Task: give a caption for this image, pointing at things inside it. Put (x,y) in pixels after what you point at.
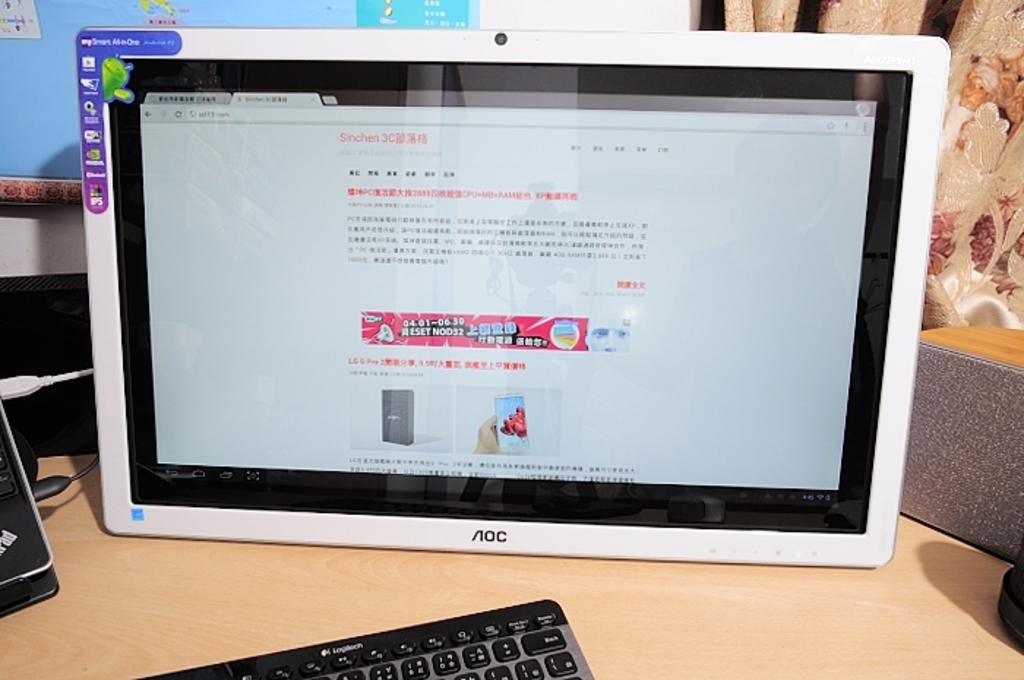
The picture consists of electronic gadgets (178,357), cables (18,388), speaker (984,390) and table (86,561). Towards right (950,31) it might be curtain (765,7).
